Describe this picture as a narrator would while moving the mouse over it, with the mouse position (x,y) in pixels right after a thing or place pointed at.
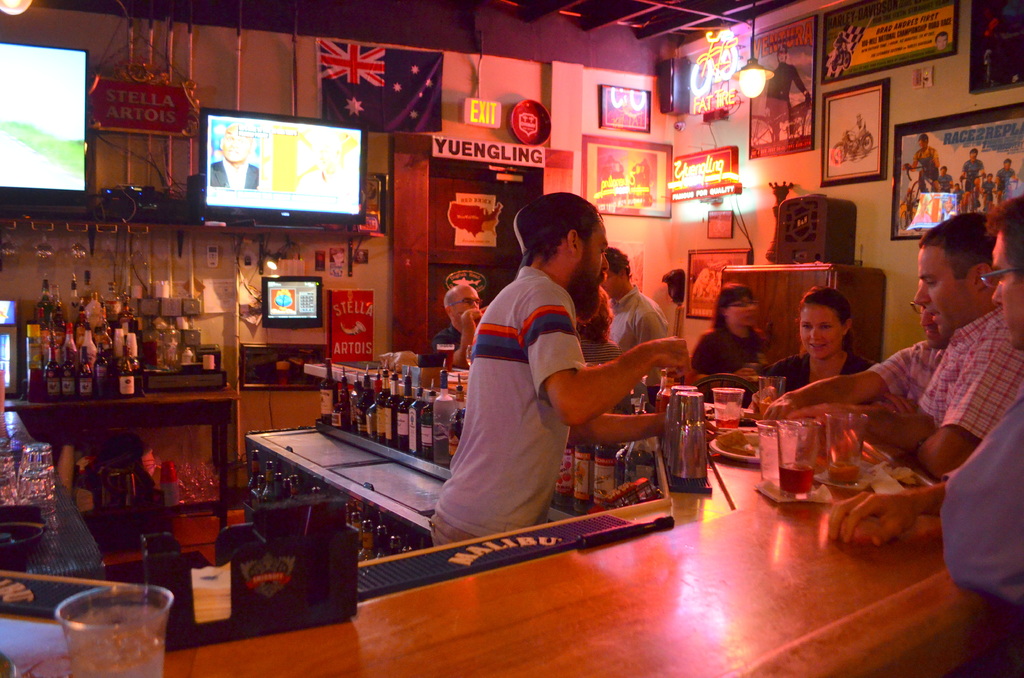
On the right side (721,340) there are some people (890,367). Also there is a person (544,359) standing wearing a cap (522,252). There is a table (571,571). On the table (603,576) there are glasses (765,466) and many other items (733,452). Also there are tables (93,401) with bottles (375,413) on that. In the background (293,254) there is wall (797,191). On the wall (511,100) there are two televisions (338,158), flag (414,113), EXIT board (490,103), photo frames (794,149) and many other items (144,110). Also there is a light (750,77) hanged on the ceiling (678,19). In the back (475,174) there is a cupboard (423,200) with something written on that.
